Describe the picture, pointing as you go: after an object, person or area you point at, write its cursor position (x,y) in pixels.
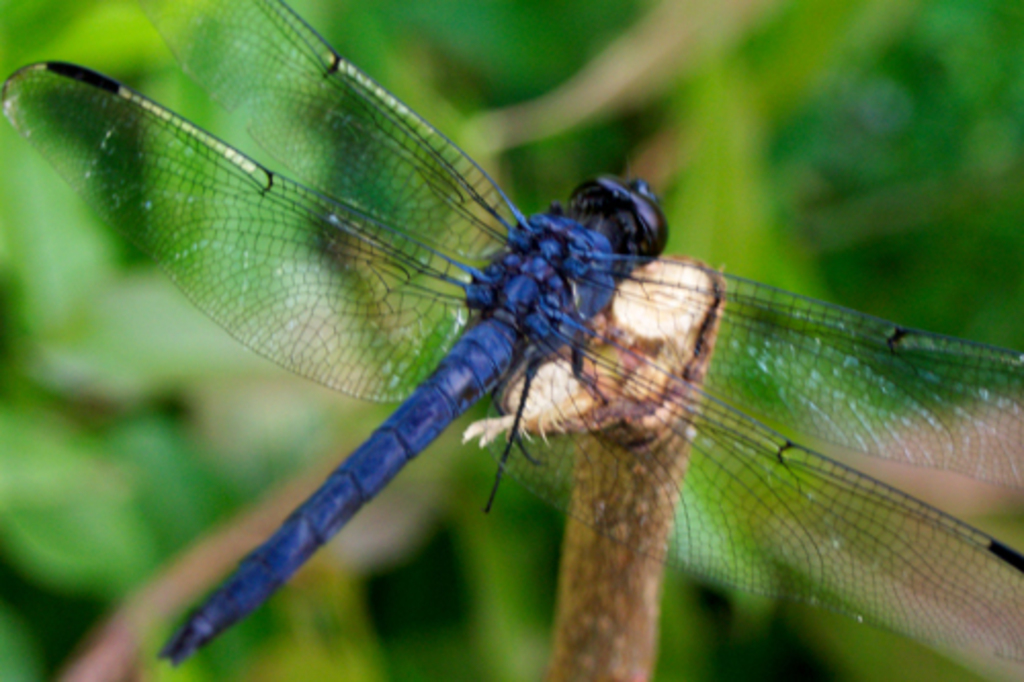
This is a dragonfly (529,356), which is on a stem (625,529). The background (754,104) looks blurred and it is green in color.
